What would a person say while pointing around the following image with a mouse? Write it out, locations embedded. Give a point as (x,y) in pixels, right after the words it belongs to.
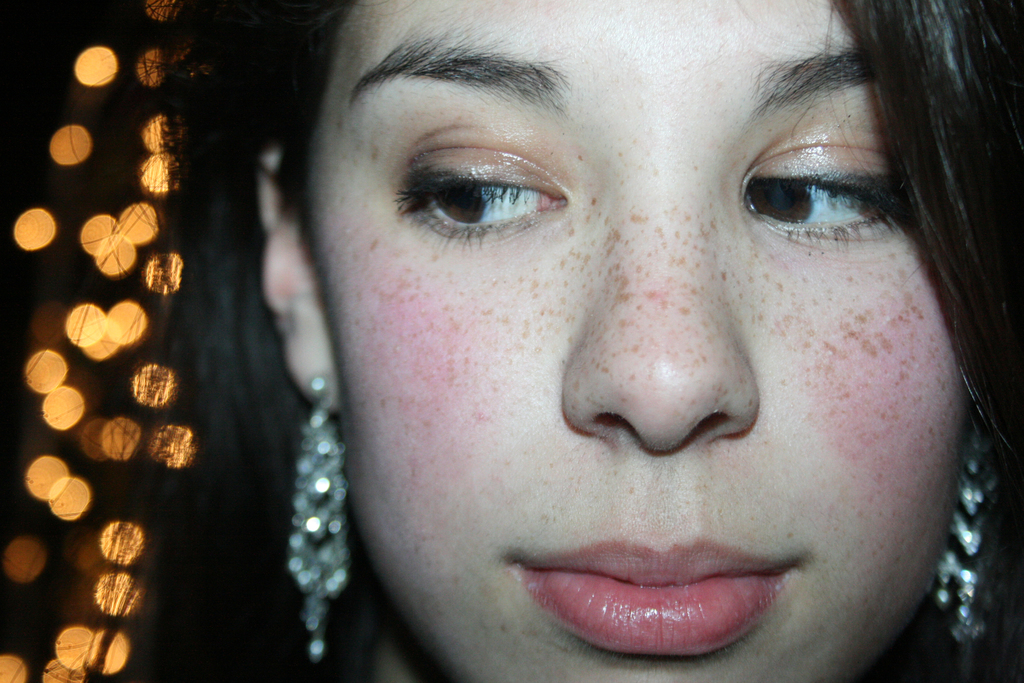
In this image we can see womans face (435,567). In the background (169,438) there are lights (11,675).
